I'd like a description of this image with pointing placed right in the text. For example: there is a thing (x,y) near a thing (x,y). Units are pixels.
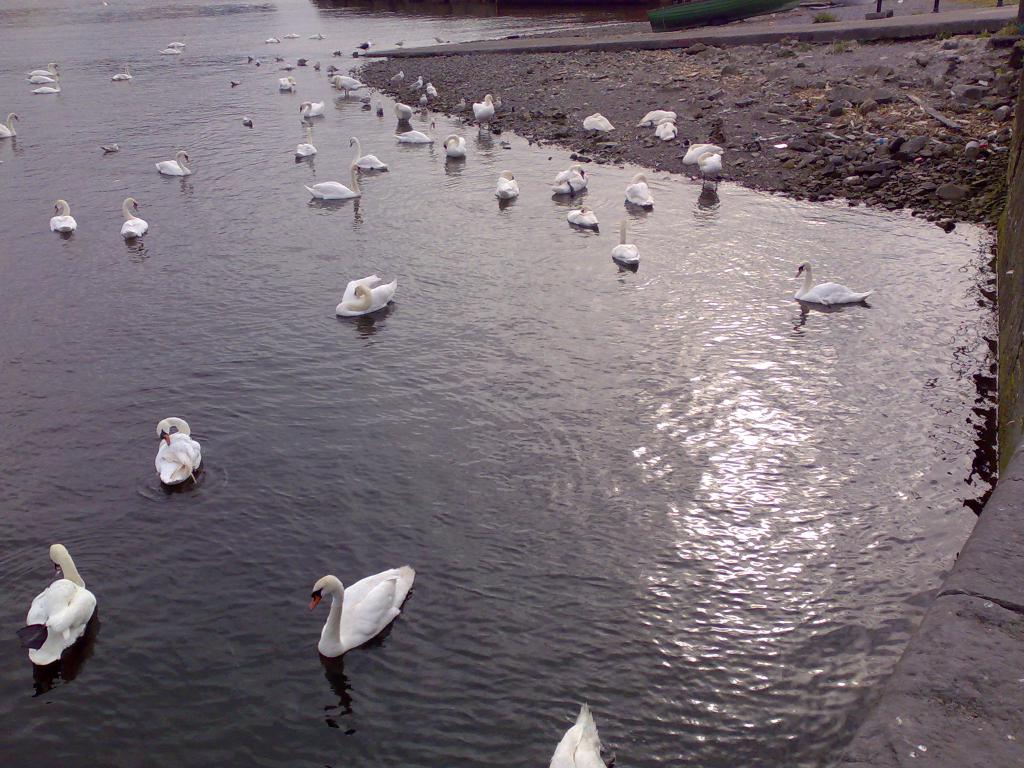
In this image I can see a swan lake (284,320) and in the right top corner (939,129) I can see stones (761,79) and mud (833,65).
